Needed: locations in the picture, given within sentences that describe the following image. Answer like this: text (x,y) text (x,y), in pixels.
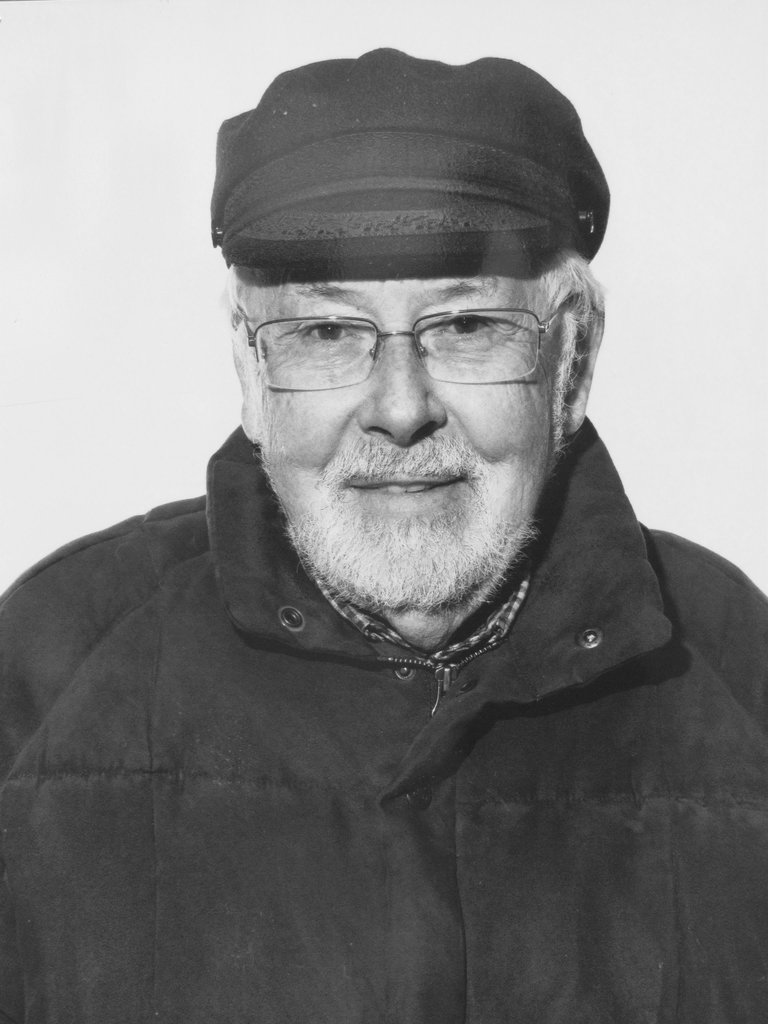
It looks like a black and white picture. We can see a person (349,472) with the spectacles (366,361) and a cap (329,229). Behind the man (318,631) there is the white background (724,444).
